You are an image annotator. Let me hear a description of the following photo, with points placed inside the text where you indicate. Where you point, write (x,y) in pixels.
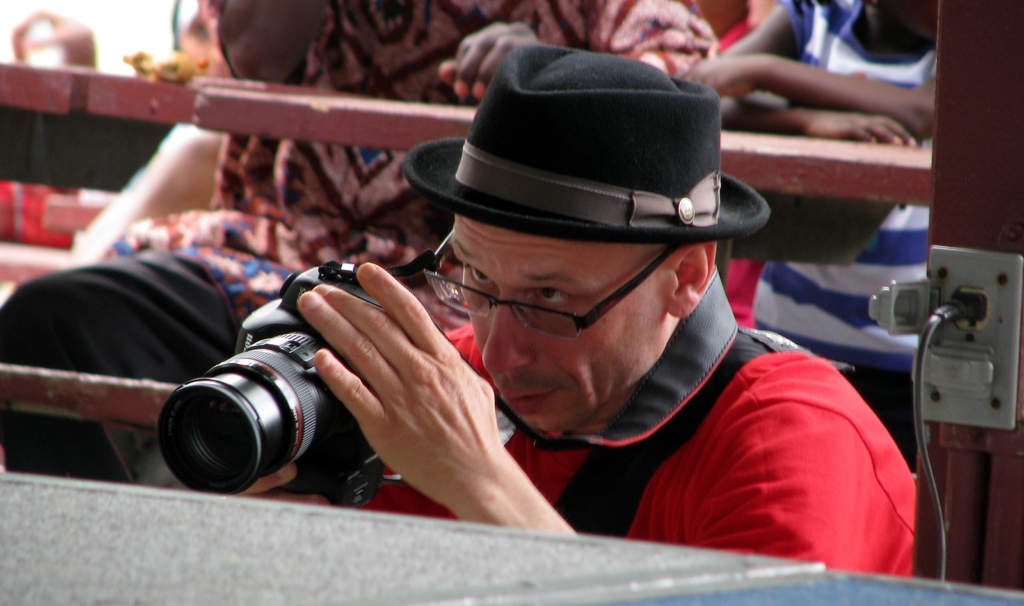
In this picture i could see a person (398,365) holding a camera (286,370) and taking a picture of some thing. He is having a black colored hat (627,185) and red colored t shirt (806,442) and in the background (978,278) there is switch board (975,336) and in the background (307,70) there are some persons (390,39) sitting and watching.
